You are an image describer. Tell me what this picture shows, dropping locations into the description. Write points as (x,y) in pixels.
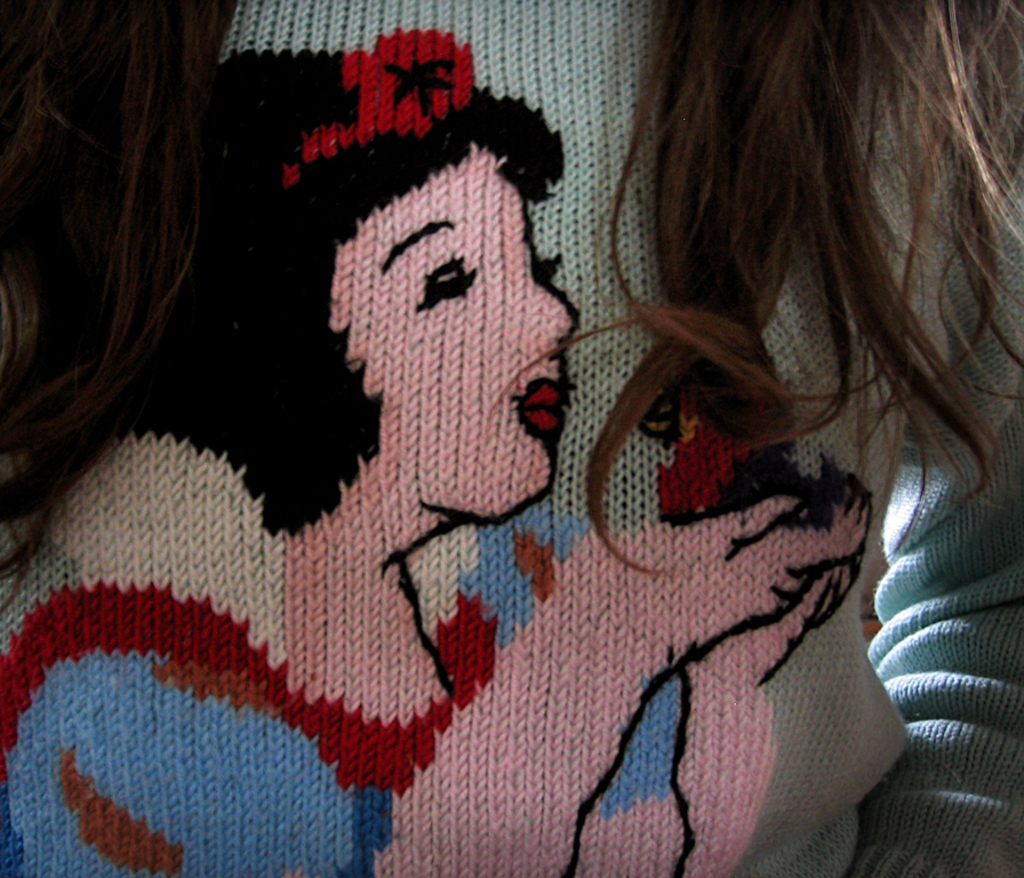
On the left side (250,310), there is a painting of a person (471,245) on a cloth (564,80). On the right side (857,4), there is a hair (856,21) of a person (959,240) and there is a cloth (1004,720).
